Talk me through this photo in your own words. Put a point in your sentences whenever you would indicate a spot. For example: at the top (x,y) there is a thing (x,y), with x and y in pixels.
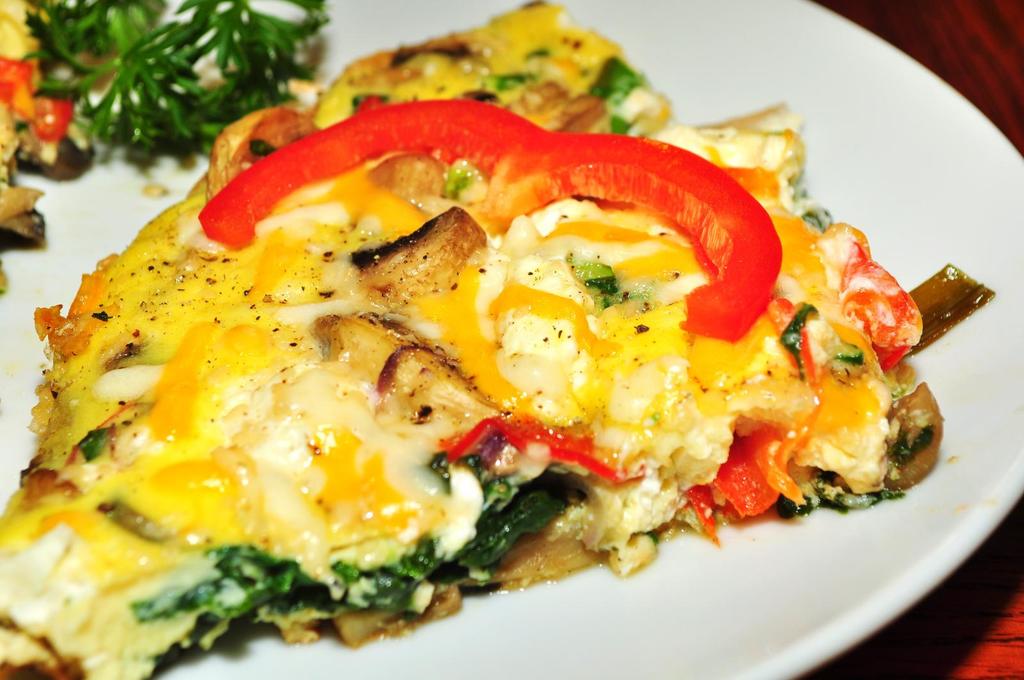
We can see plate (770,533) with food (175,335), vegetable leaves (100,29) and bell pepper slices (669,198) on the wooden surface (986,46).
